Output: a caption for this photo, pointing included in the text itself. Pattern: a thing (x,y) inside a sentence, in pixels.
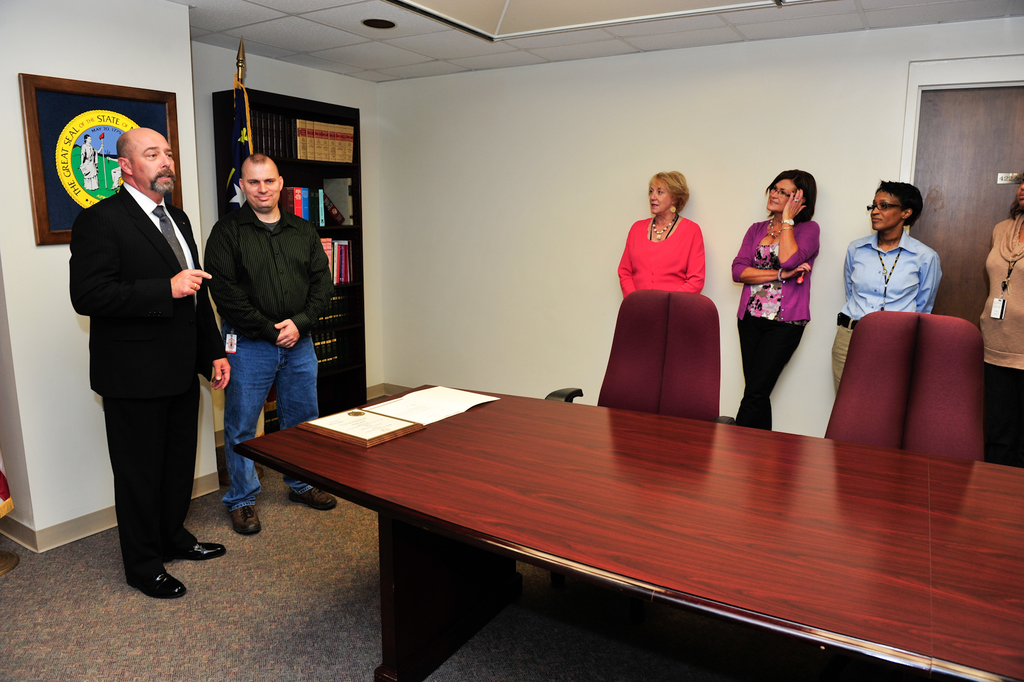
In the image we can see there are people (252,306) who are standing and on the wall (28,215) there is a photo frame (116,143) and in shelf (355,264) there are books (333,269). On table (619,461) there are paper (434,404) and file (380,421). There are red coloured chairs (701,366) and the wall (494,251) is in white colour.
